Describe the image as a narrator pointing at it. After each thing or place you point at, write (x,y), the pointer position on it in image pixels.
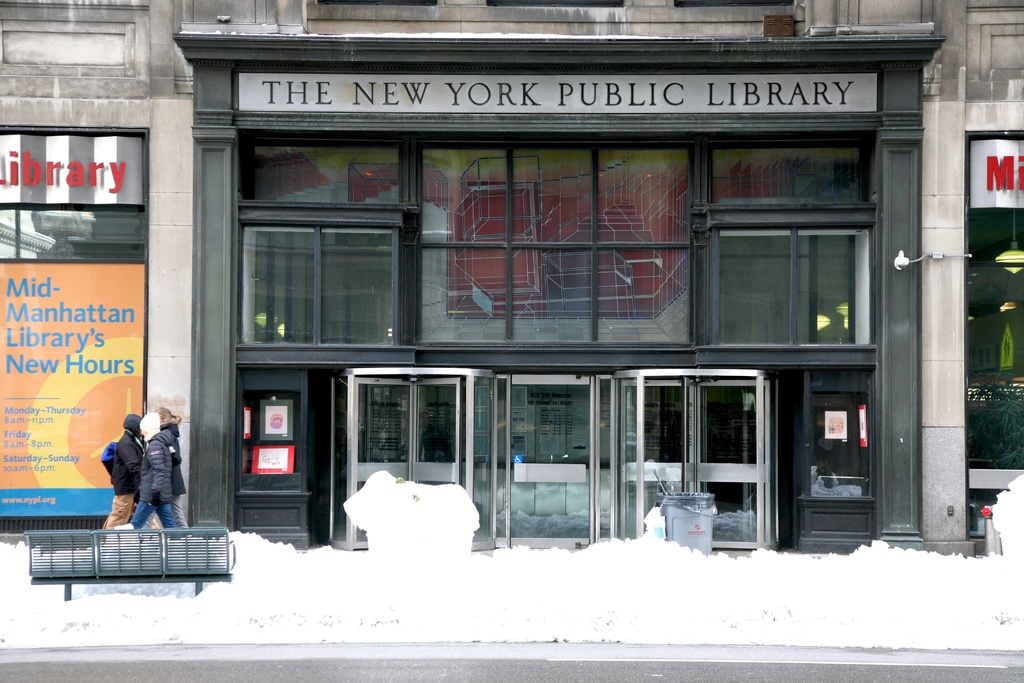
In this image we can see bench (165,564), some snow (324,593), there are some persons (155,469) walking through the walkway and in the background of the image (272,190) there is building (234,238), there are some glass doors (629,432) and some posters (72,343) attached to the building (401,223).
